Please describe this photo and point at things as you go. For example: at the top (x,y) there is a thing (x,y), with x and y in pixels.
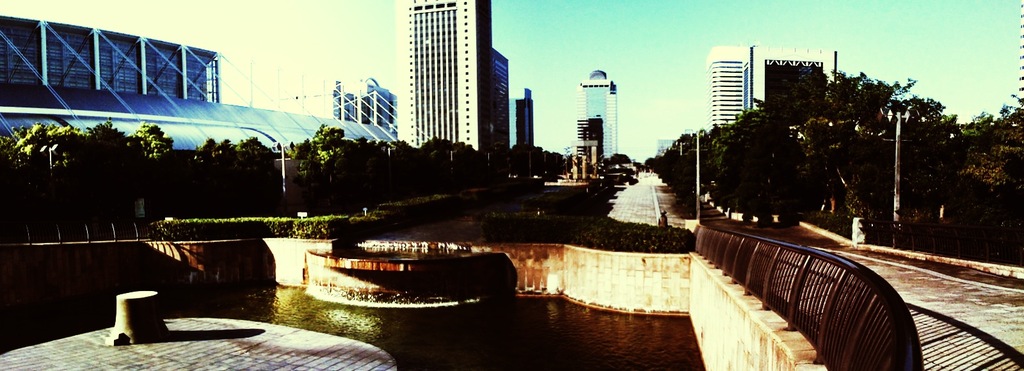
In this picture we can see water (497,322), plants (488,228), wall (249,259), railings (89,234), poles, trees (739,177), road (654,179) and buildings (480,107). In the background of the image (928,49) we can see the sky (883,35).
